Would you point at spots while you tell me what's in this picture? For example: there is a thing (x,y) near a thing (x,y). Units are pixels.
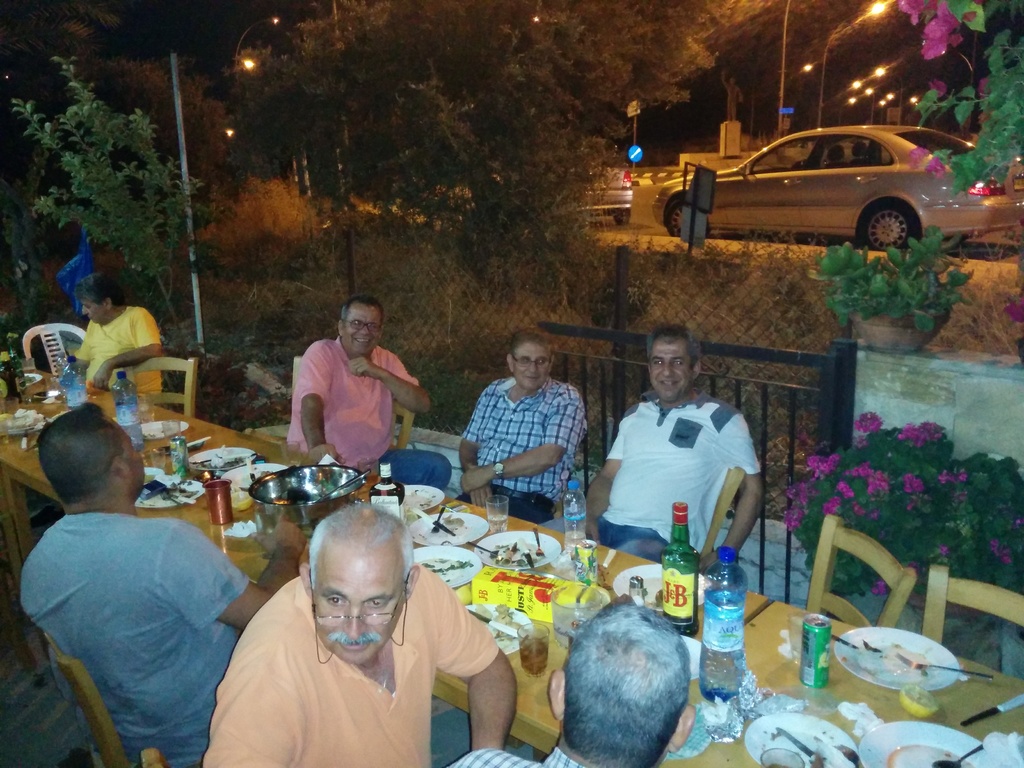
This picture is clicked outside. In the center (665,466) we can see the group of persons (251,594) sitting on the chairs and we can see the wooden tables (190,470) on the top of which bottles (677,565), cans (172,465), plates (203,456), glasses (793,643) and many other items (864,710) are placed and we can see the chairs (880,573), potted plants (873,515), flowers (887,475), metal rods (808,358), mesh (693,310) and in the background (870,12) we can see the lights (881,4) attached to the poles (823,78) and we can see the trees (587,76), metal rods (786,12), cars (787,140) and some other objects (995,399).
